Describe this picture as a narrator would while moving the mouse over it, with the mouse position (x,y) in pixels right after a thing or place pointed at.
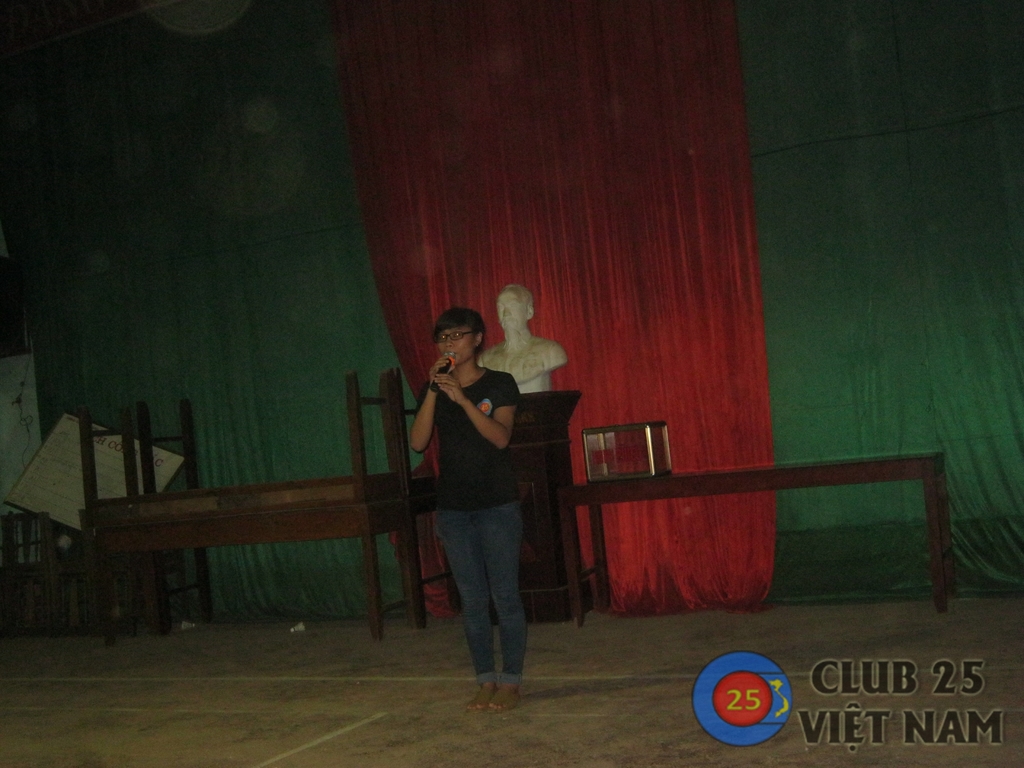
In the center of the image (435,394) there is a lady (449,320) standing holding a mic (441,370). In the background of the image (491,363) there is a statue (530,368).
